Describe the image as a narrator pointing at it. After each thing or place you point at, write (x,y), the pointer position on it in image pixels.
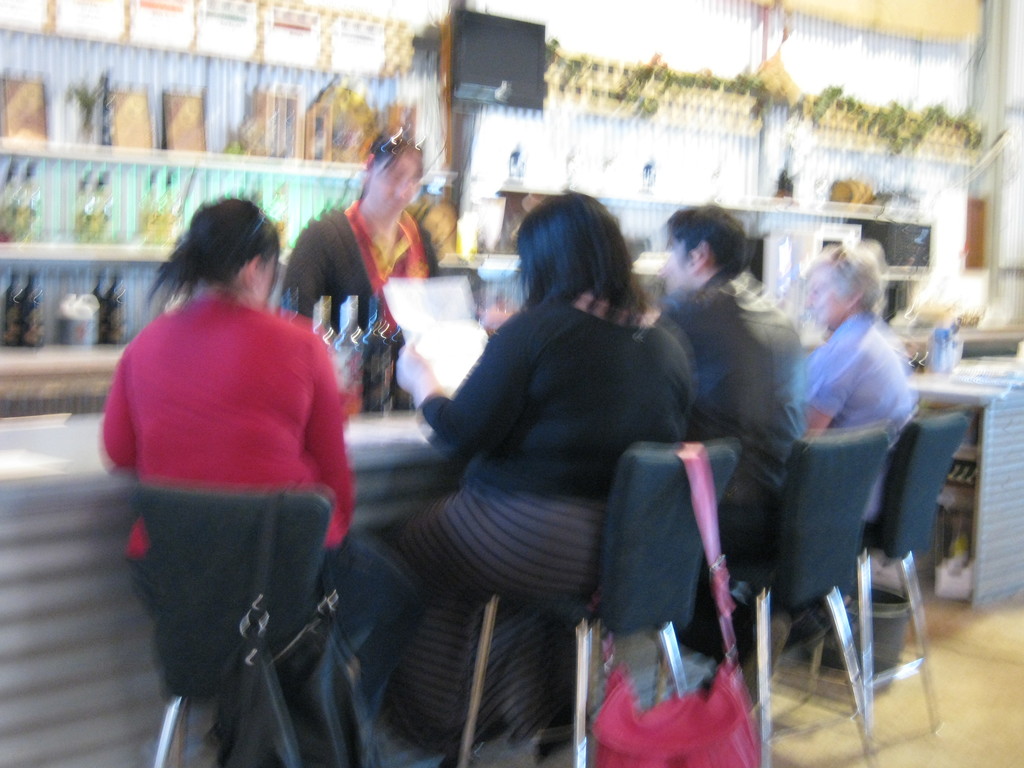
This is a blur image. Here we can see few persons (562,698) are sitting on the chairs (480,693) and there are bottles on the table (55,480) and among the person's (242,386) a woman (413,349) is holding papers (418,307) in her hands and there is a bag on the chair (632,549). In the background (275,182) there are bottles (11,205) and other objects (440,230) on the racks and there is a TV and a woman (382,233) is standing at the table (44,471).
